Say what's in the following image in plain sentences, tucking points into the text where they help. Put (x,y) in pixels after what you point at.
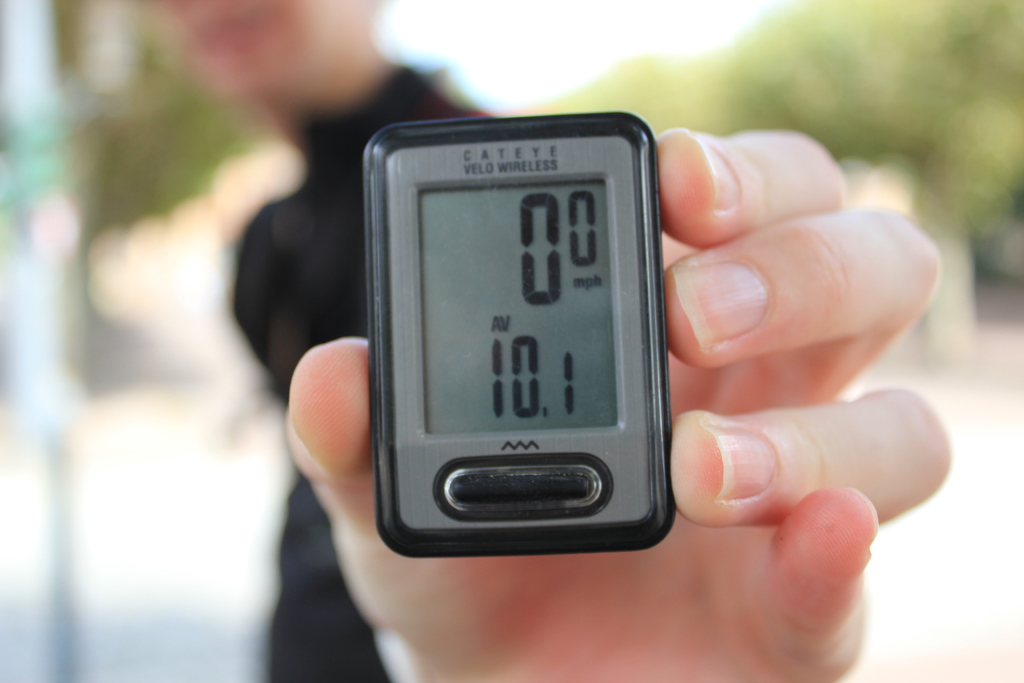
In this picture there is a person (725,487) holding the device (648,332) and there is text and button (443,503) on the device (547,129). At the back (630,89) image is blurry and there it looks like a tree (848,71).
